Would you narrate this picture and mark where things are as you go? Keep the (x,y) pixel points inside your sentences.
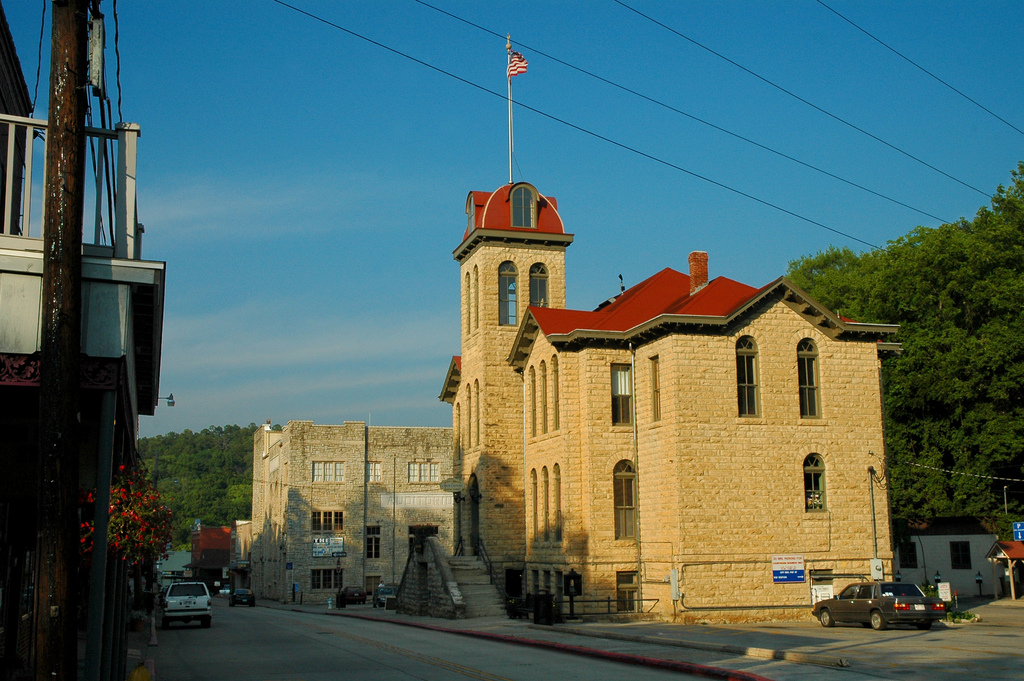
In the image there are two buildings (479,443) on the right side (698,454), there are some vehicles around those buildings (654,498). On the right side (935,452) there are a lot of trees (909,308) and on the left side (12,564) there is another building (13,380) and behind the building (109,567) there is a tree (146,515). In the background (175,463) there is a lot of greenery (211,466).
